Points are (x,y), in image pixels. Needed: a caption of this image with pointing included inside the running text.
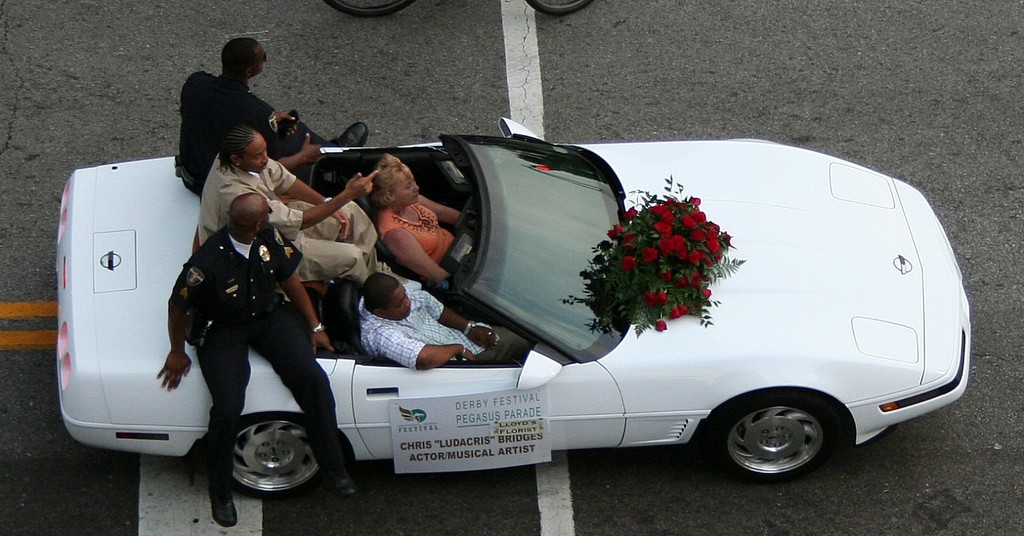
In this image there are group of people (224,281) sitting in the car (498,360), there is a name board (523,407) or paper (447,408) stick to the car (510,328), a flower bouquet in middle of the car (575,281), there is a person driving the car (473,151) in the street (532,82).
